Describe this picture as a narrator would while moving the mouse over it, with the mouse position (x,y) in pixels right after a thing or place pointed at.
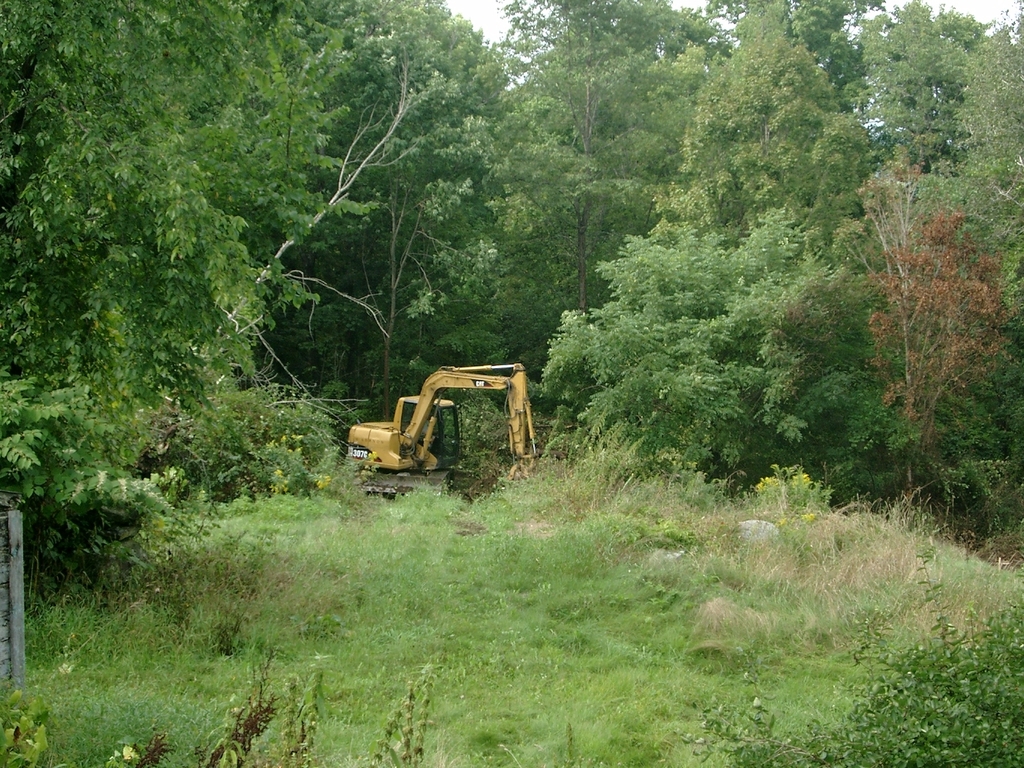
In the center of the image (442,462) we can see a crane (405,462). At the bottom (279,700) there is grass (402,678). In the background (413,286) there are trees (603,120) and sky (485,23).
